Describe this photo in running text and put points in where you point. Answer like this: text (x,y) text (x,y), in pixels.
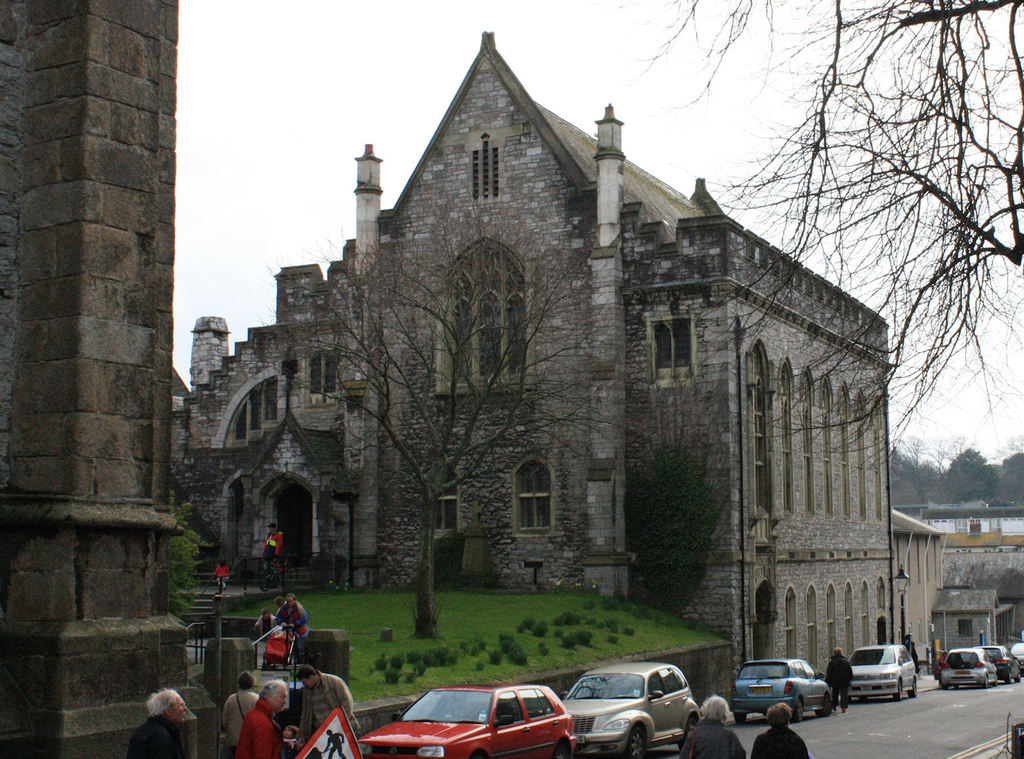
In this image in front (631,724) there are cars (818,707) on the road (881,720). There are people (768,740) walking on the road (824,724). On the left side of the image (311,627) there is grass (474,609) on the surface (382,612). In the background of the image (512,584) there are trees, buildings (888,471) and sky (665,30).
